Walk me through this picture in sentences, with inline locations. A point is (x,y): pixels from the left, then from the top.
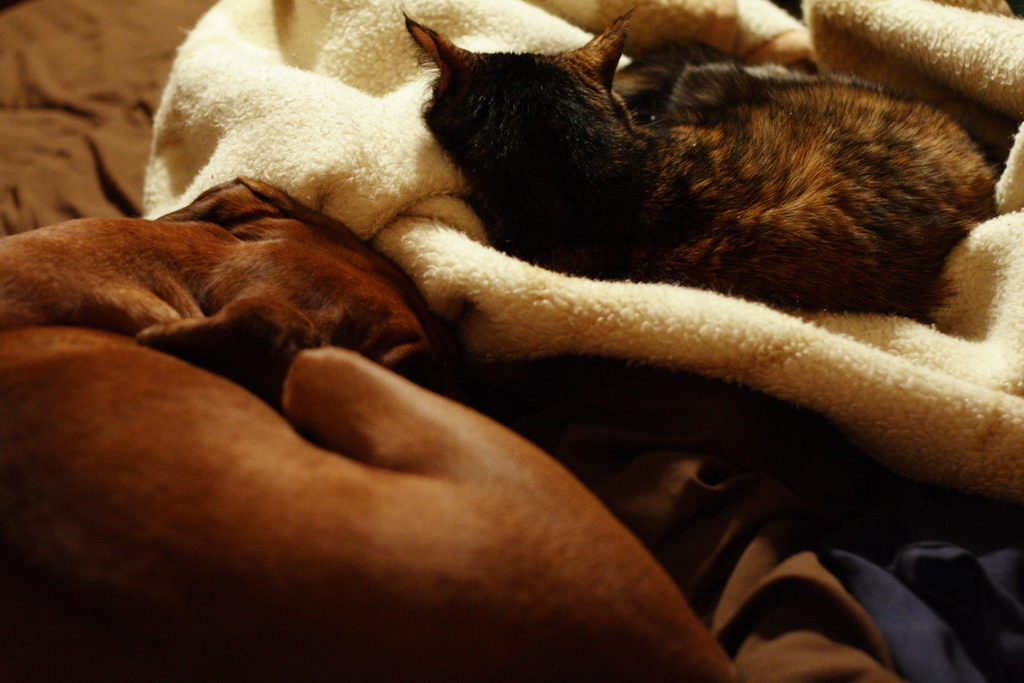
In this picture we can see animals (823,256) lying on the clothes (993,385).
